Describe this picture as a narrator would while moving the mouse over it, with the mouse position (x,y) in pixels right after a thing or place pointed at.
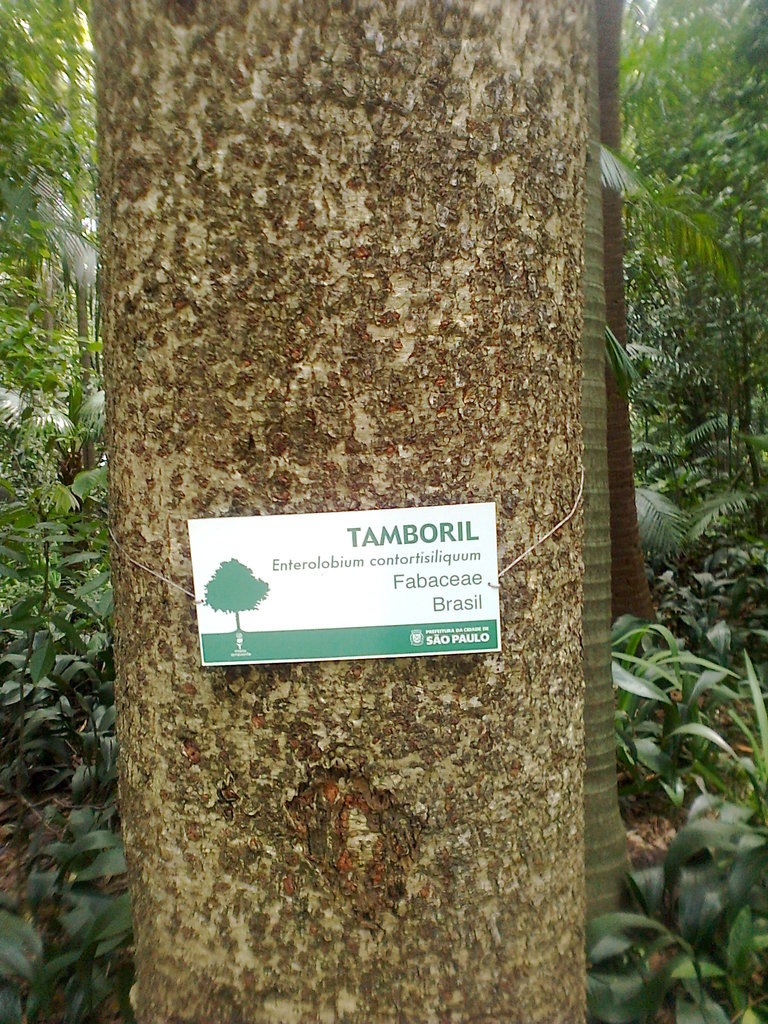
In this image there is a card (404,591) with some text (384,563) attached to the trunk (307,723) of the tree (532,531), there are few trees (599,709) and plants (704,933).
